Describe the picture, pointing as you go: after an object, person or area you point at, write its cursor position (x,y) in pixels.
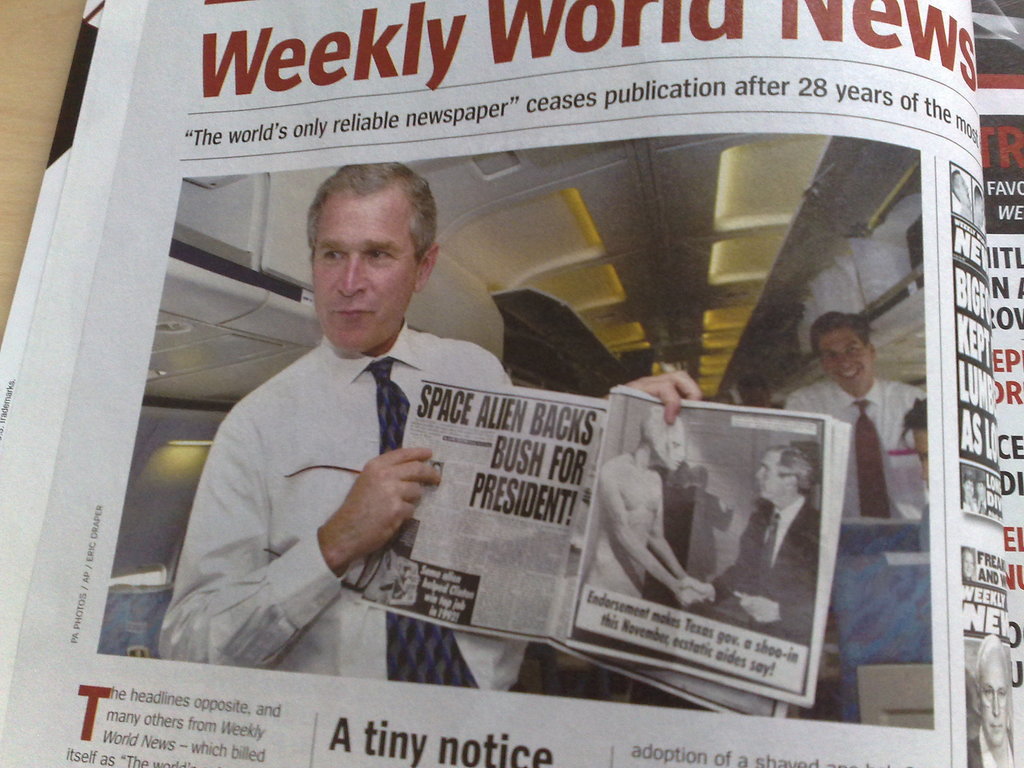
In this image we can see picture of a newspaper (136,303), in the newspaper (462,562) we can see a photograph (308,312) of George W Bush (413,369) and some text (511,574) written on it.
